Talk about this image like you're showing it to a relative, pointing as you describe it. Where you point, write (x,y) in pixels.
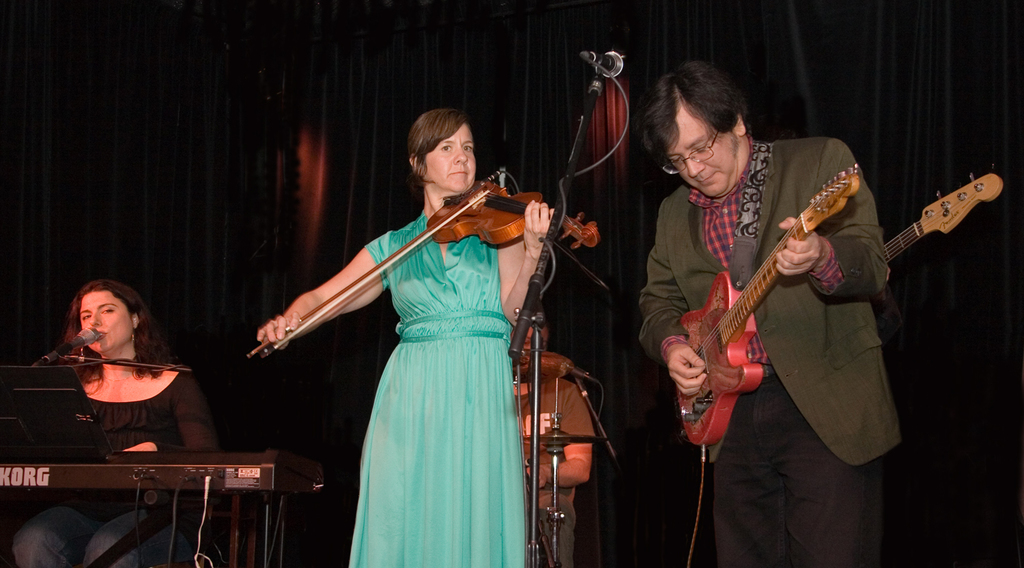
There are four people (165,398) two women (427,358), one man (741,263) and a drummer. In middle (568,208) there is a woman (496,283) who is playing her violin (479,228) on right side (716,232) there is a man (687,212) who is playing his guitar (729,309) in front of a microphone (612,51) and on left side (174,380) there is another woman (164,391) who is playing her keyboard (171,456) in front of a microphone (99,338) and opened her mouth (101,336) for singing.
